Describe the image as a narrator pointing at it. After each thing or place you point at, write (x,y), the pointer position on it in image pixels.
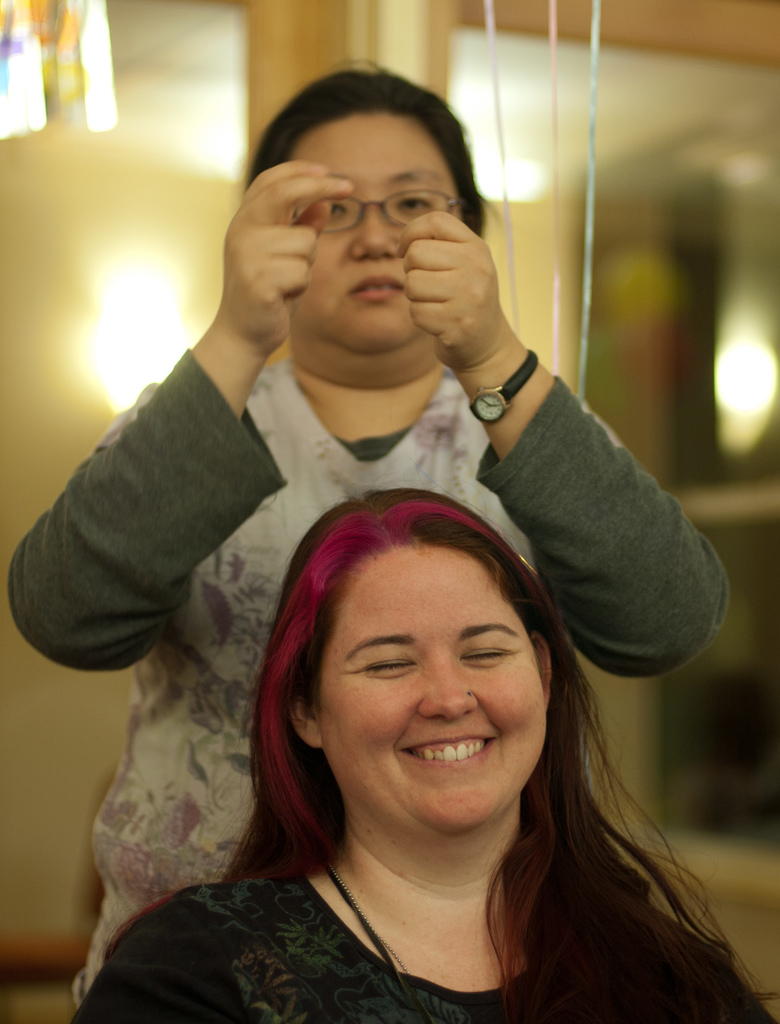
In the center of the image (262,558) we can see one person (242,549) is standing and one person (298,712) is sitting. Among them, we can see one person (457,857) is smiling. In the background (548,305), we can see lights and a few other objects (646,343).
